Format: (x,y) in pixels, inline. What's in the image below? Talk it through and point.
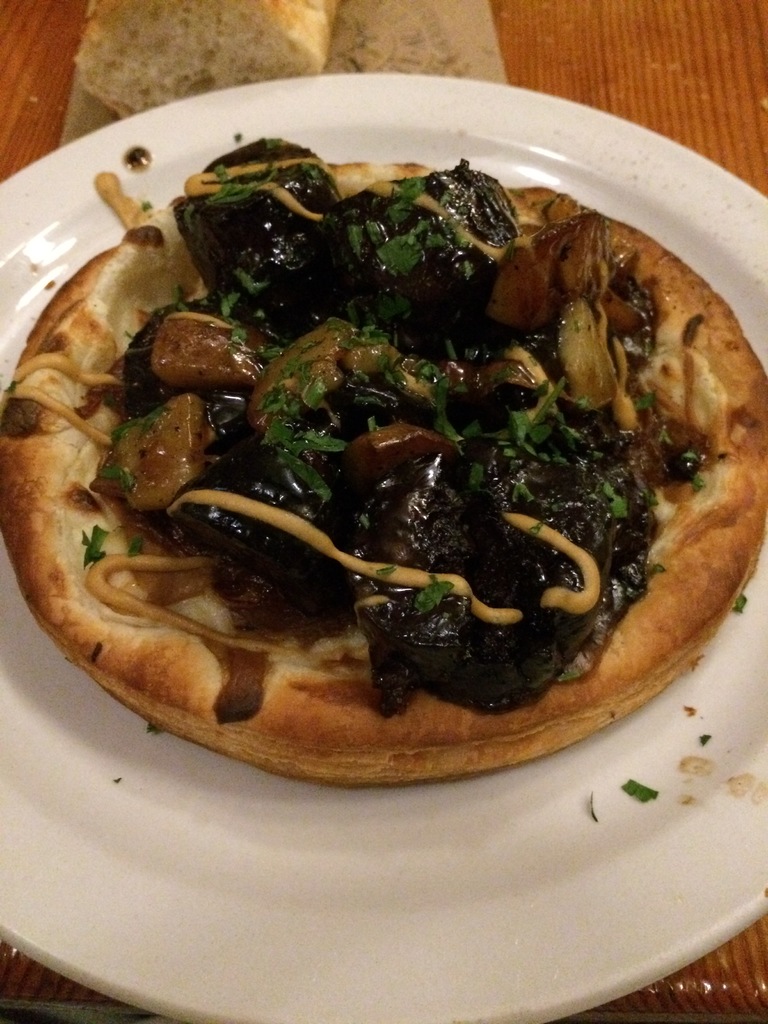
In this image we can see a plate (394,824) containing food (688,424) placed on the wooden surface (697,978). At the top of the image (209,25) we can see the bread (220,25).
